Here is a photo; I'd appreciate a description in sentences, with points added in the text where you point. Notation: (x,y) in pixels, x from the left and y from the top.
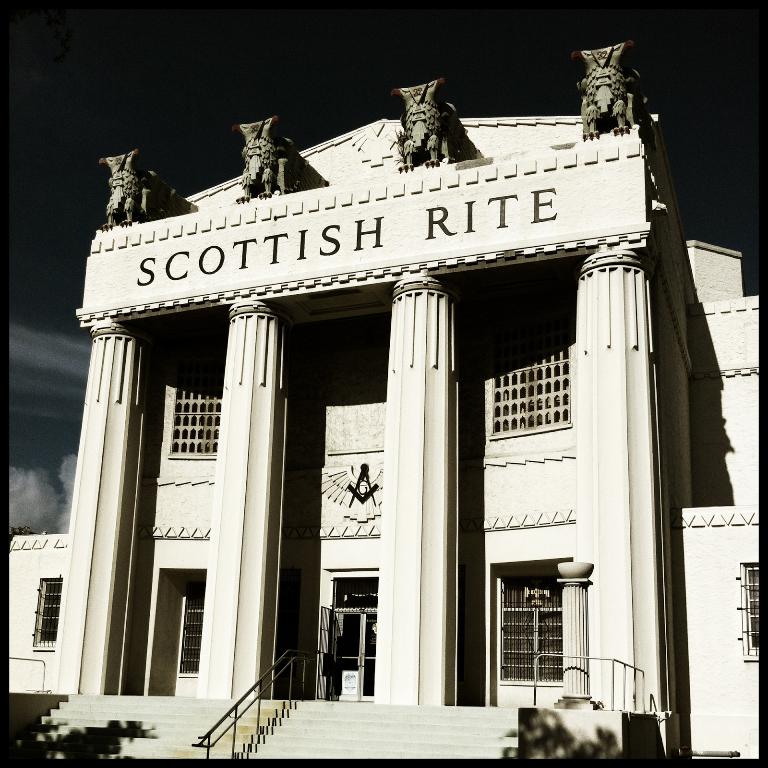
In this image we can see a building (624,640) containing four statues (128,206) on it. In the foreground of the image (272,680) we can see iron railing (262,692) and in the background (721,119) we can see the sky (754,48).
